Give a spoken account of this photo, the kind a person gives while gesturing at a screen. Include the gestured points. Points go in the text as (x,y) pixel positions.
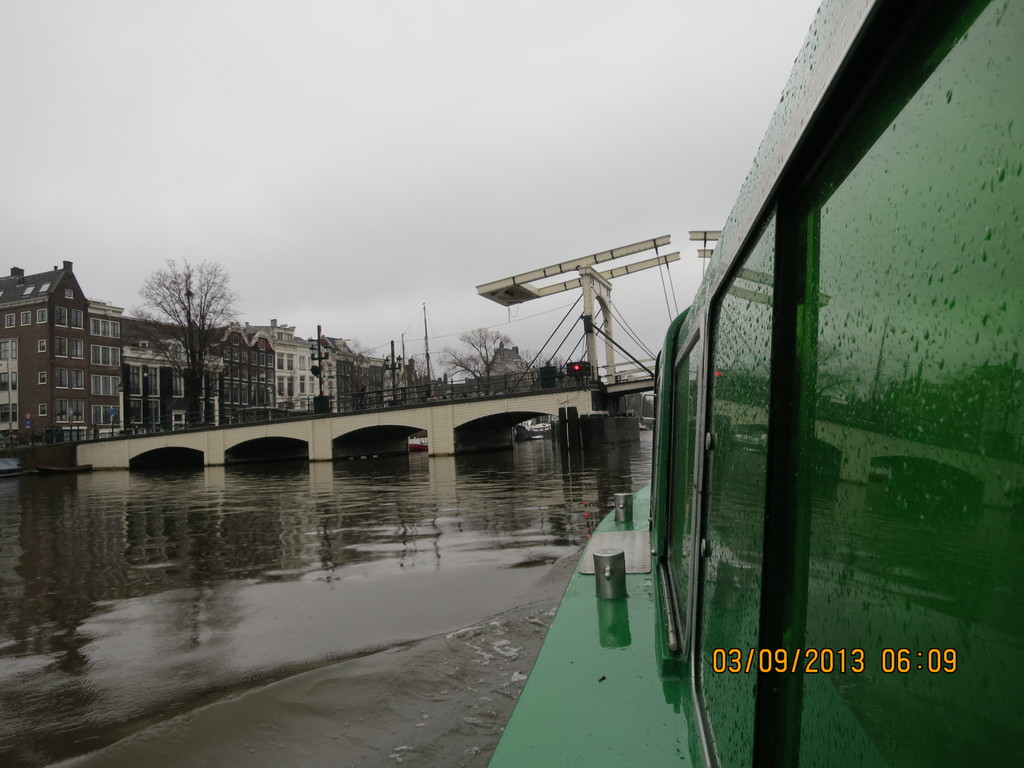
In this picture we can see a bridge (221,443) in the water (312,527) and on the bridge (384,397) there are electric poles (313,344) with cables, fence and a tree (196,331). Behind the tree (182,342) there are buildings (48,367) and a sky (321,95). On the right side of the bridge (563,398) there is a green object (789,532).
